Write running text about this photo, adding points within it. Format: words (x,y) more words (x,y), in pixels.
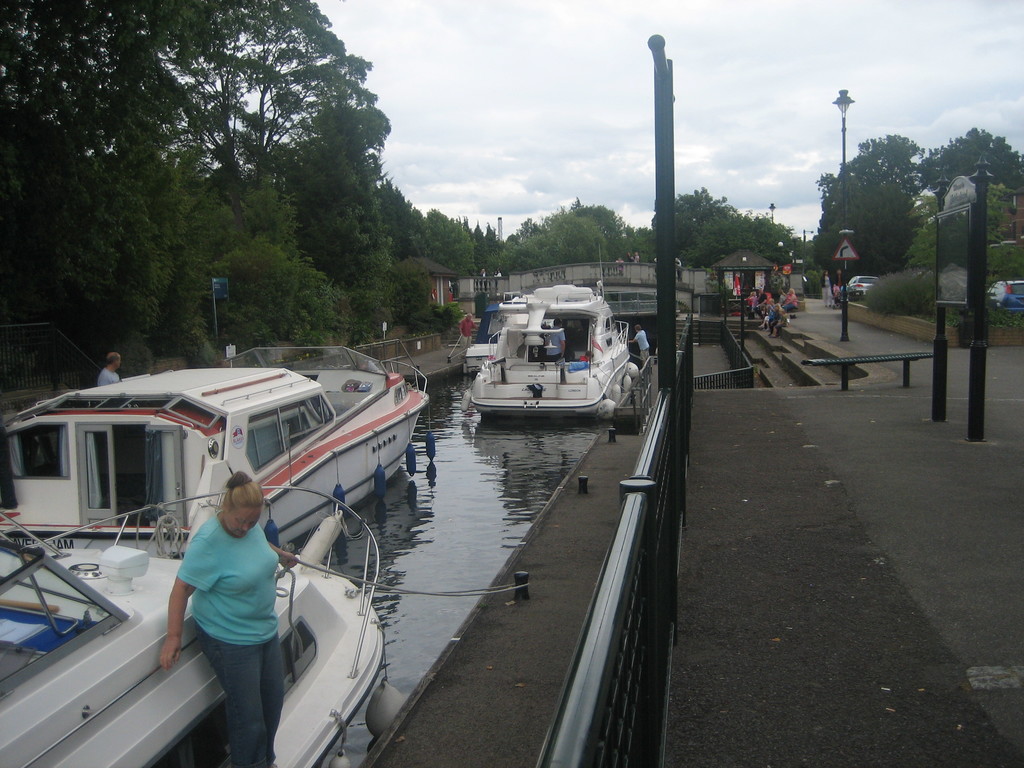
In this picture we can see boats (543,407) on the water (492,482), some people (781,326), path (857,570), boards (943,254), trees (511,249), poles (659,279), fences (750,383), vehicles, steps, bridge (582,277), sheds (766,282) and some objects (737,278) and in the background (645,76) we can see the sky (645,76) with clouds (537,63).
